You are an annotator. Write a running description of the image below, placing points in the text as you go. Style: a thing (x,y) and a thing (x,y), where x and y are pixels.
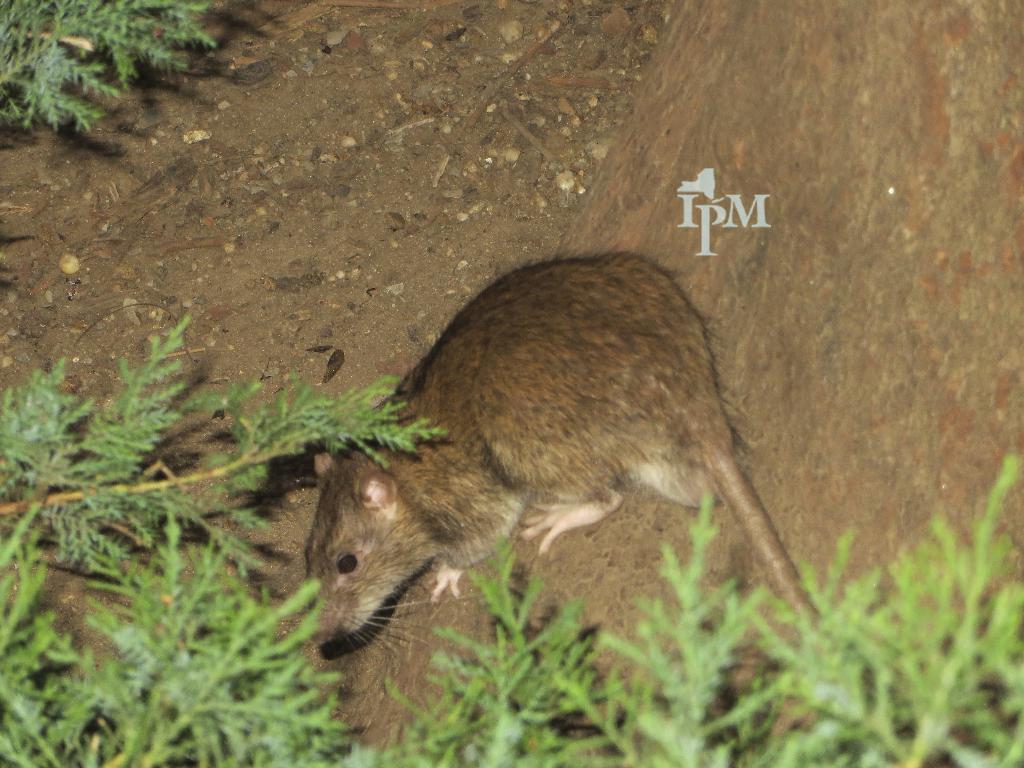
In front of the image there are plants (994,653). There is a rat (543,290) on the rock (795,423) and there is some text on the image.
